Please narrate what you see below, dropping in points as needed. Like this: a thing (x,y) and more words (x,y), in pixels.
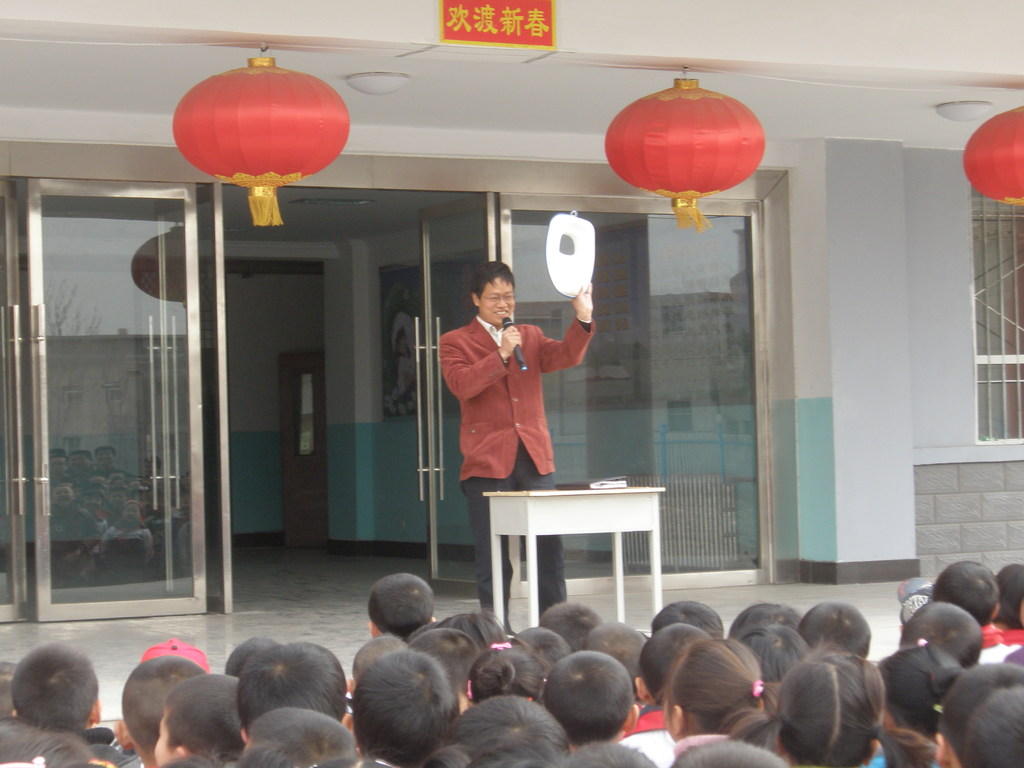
In this image there is a person (511,370) standing and holding a mic (519,357) in his hand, in front of him there is a table (595,501) with a book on it. At the bottom of the image (390,676) there are a few children (468,692) sitting on the surface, behind the person (523,435) there is a glass door (650,290) of a building (460,190) and a few lanterns (237,132) are hanging from the ceiling (861,120).
